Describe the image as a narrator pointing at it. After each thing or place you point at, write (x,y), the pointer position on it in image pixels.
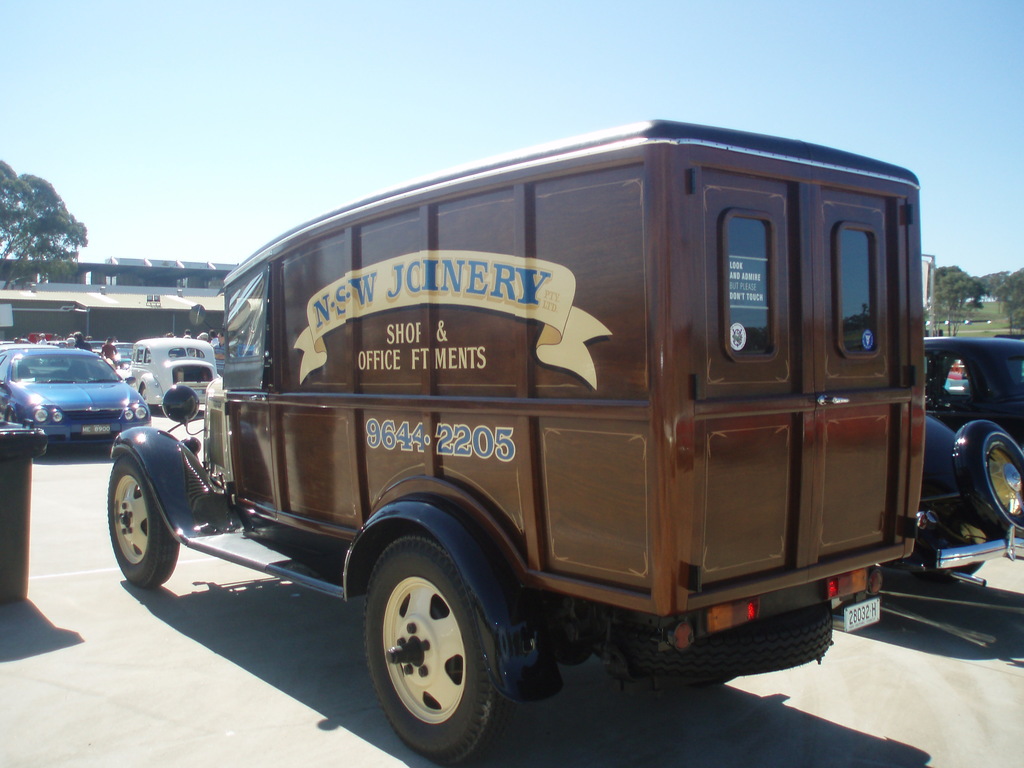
In this picture we can see vehicles (144,487) on the road (204,633). There are people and we can see rooftops (115,296), board (928,286), grass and trees (952,306). In the background of the image (378,162) we can see the sky (442,147).
